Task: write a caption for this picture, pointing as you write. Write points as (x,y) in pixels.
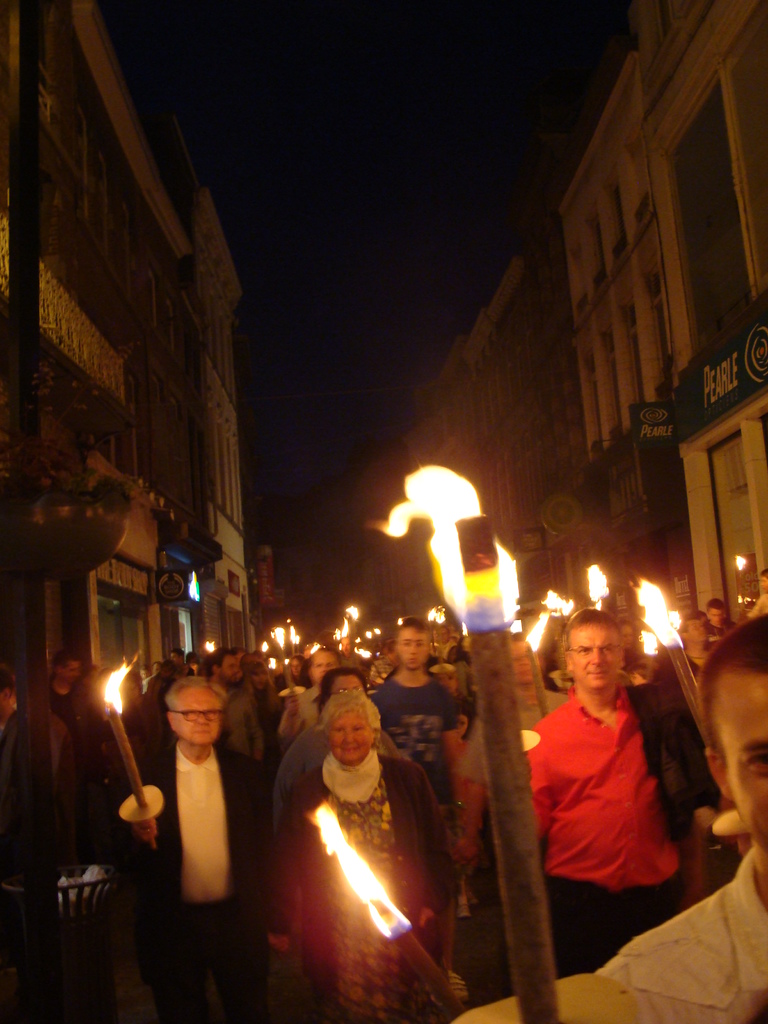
In this image we can see a group of people (478,747) standing on the road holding some sticks (141,801) with fire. On the backside (238,507) we can see some buildings (222,501) with windows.
